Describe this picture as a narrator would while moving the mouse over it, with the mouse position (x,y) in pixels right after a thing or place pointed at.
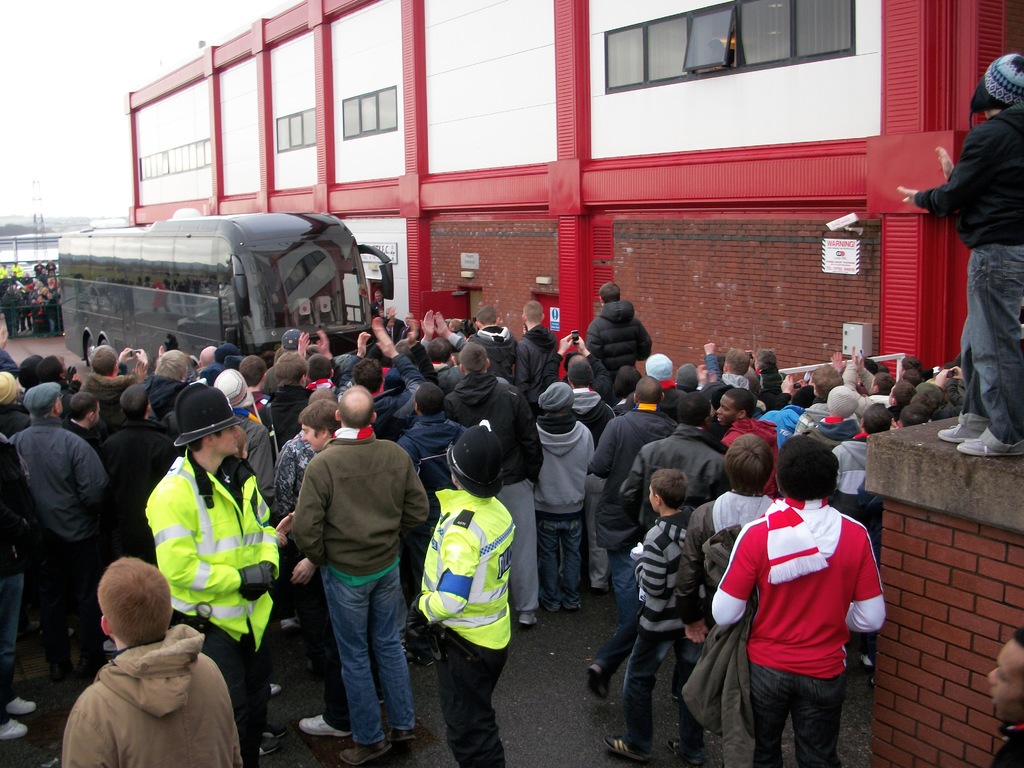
In this image we can see a group of people (672,443) wearing dress (308,451) are standing on the ground (513,675). Two persons (241,533) are wearing uniforms (226,526) and helmets (490,471). To the left side of the image (251,301) we can see bus (177,327) placed on the ground (41,337). In the background (517,118), we can see a building (260,182) with windows (292,118) and the sky (61,104).
